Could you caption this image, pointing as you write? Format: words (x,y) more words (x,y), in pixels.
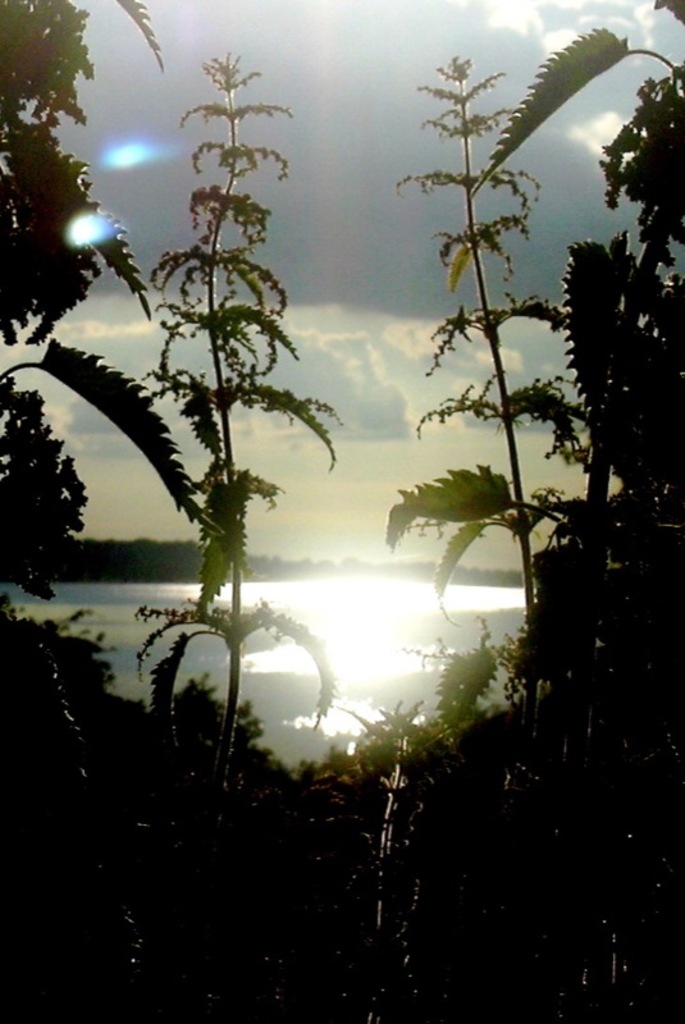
In this image I can see the plants (366,742). In the background (290,647), I can see the water (280,603) and clouds (306,361) in the sky (370,257).
